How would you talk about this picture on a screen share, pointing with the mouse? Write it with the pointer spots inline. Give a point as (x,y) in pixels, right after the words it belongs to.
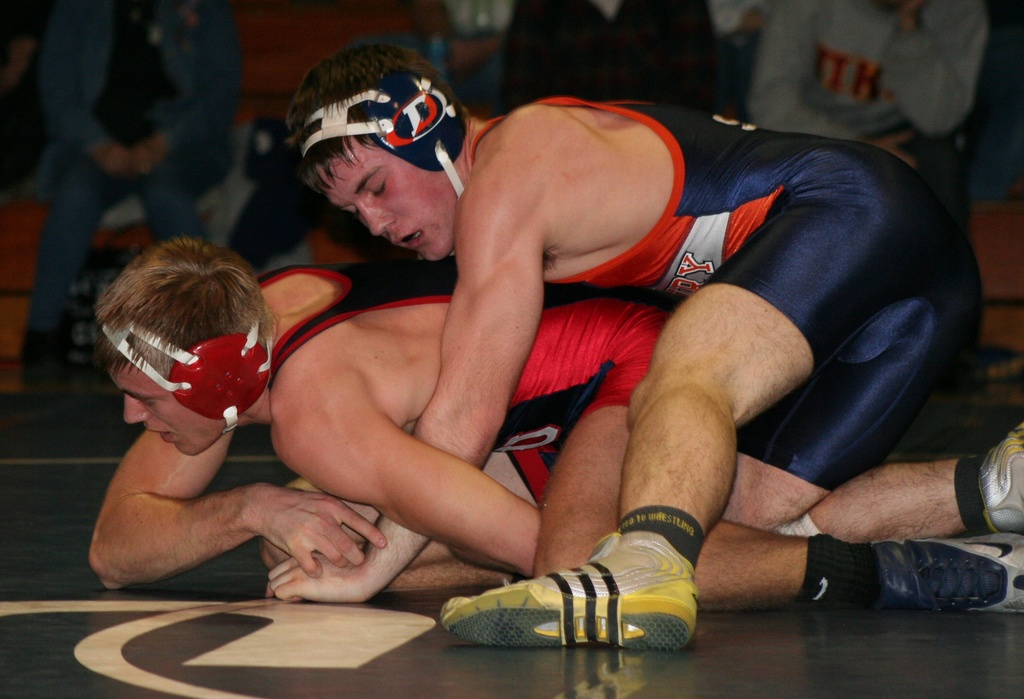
In this image in the foreground (477,135) we can see two people (676,164) and in the background (141,78) we can see many people (500,46).
